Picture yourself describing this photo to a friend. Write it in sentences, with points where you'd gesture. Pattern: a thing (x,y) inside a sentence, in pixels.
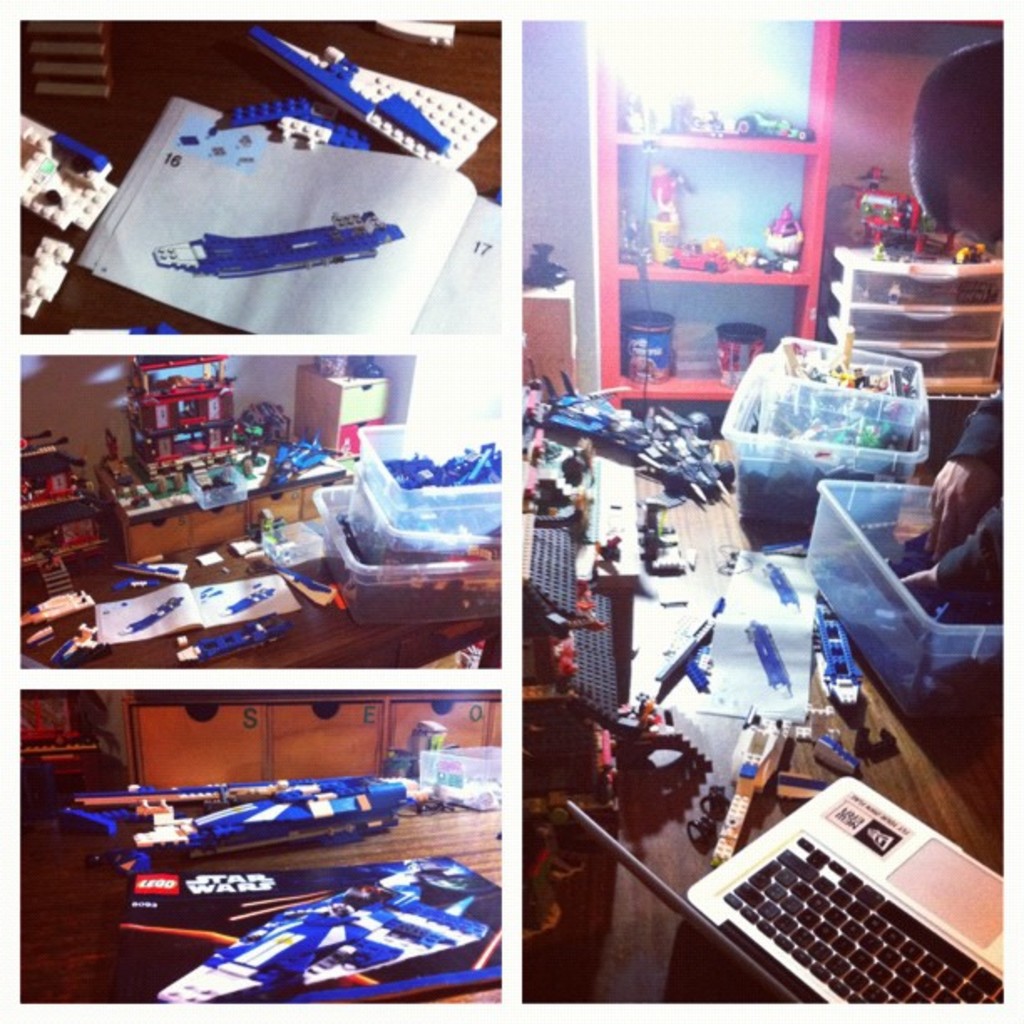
In the image we can see there is a collage of pictures in which there is a person (992,432) and there are toys (911,548) kept in the box (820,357). There are toys (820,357) kept on the table (994,809) and there is a laptop (779,887) kept on the table (606,959). There are books (158,614) and papers (312,216). There are boxes (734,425) and toys (775,248) kept in the racks (746,231).
